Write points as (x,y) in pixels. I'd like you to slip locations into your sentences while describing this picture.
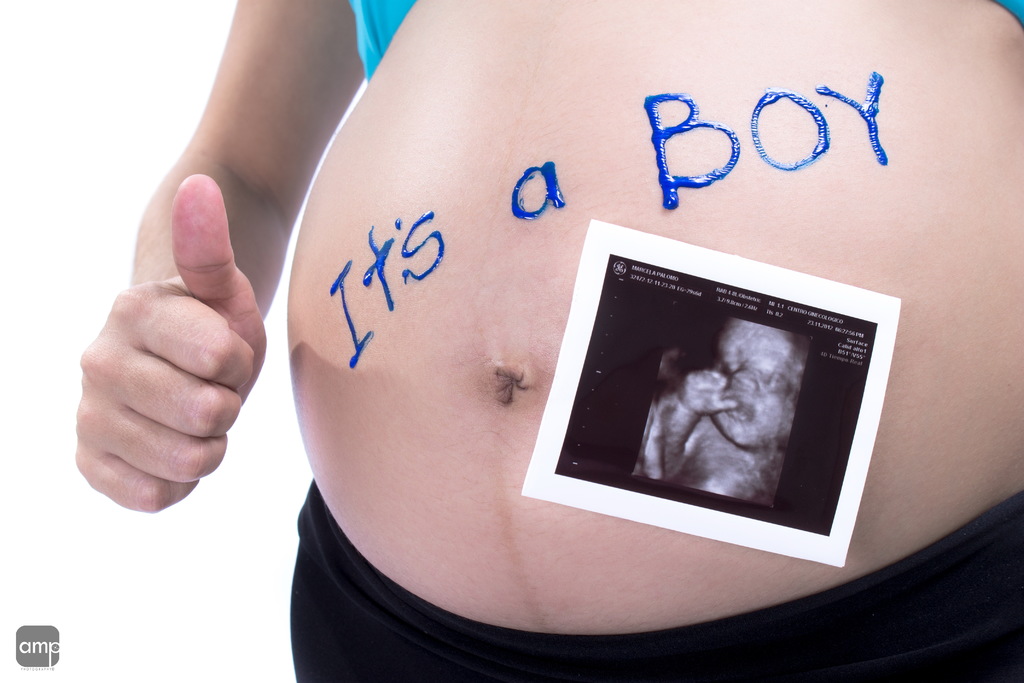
In this image there is a photograph (642,432) attached to the belly (522,156) of a woman (427,140). There is some text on the belly (483,193). At the bottom of the image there is a logo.
